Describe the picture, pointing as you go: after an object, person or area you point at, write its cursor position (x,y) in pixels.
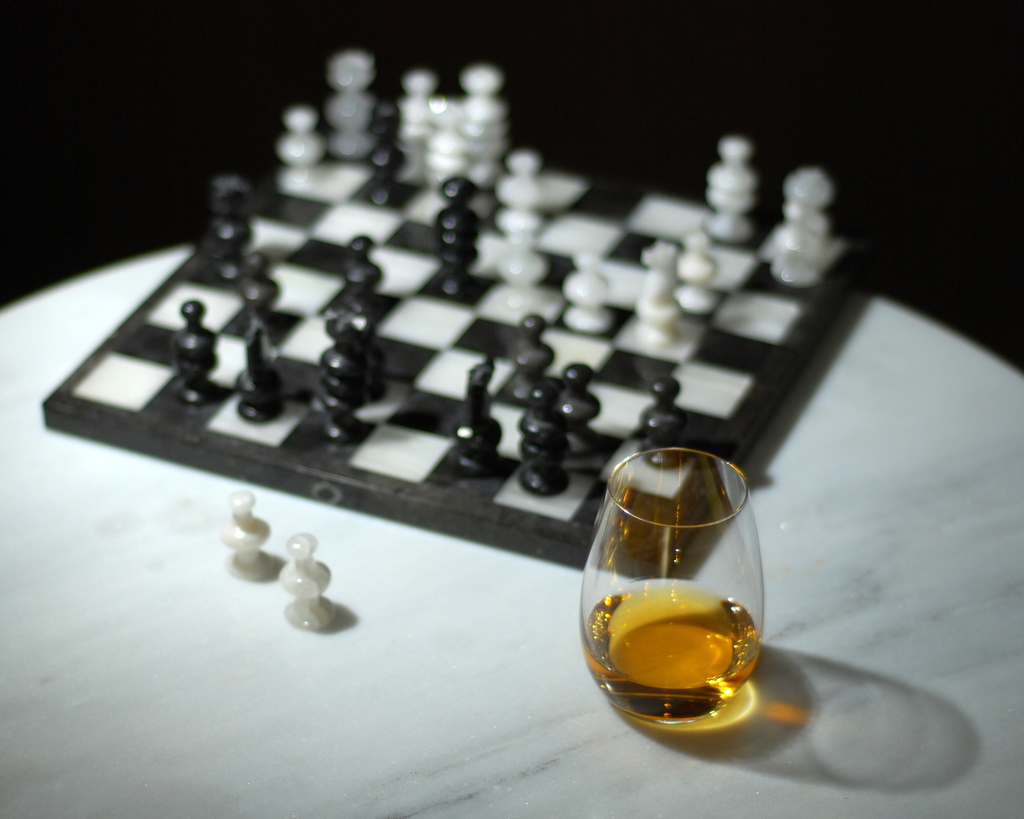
In the image there is a chess board (394,242) with chess coins (469,275) on it along with a wine glass (747,585) on a table (258,663).
